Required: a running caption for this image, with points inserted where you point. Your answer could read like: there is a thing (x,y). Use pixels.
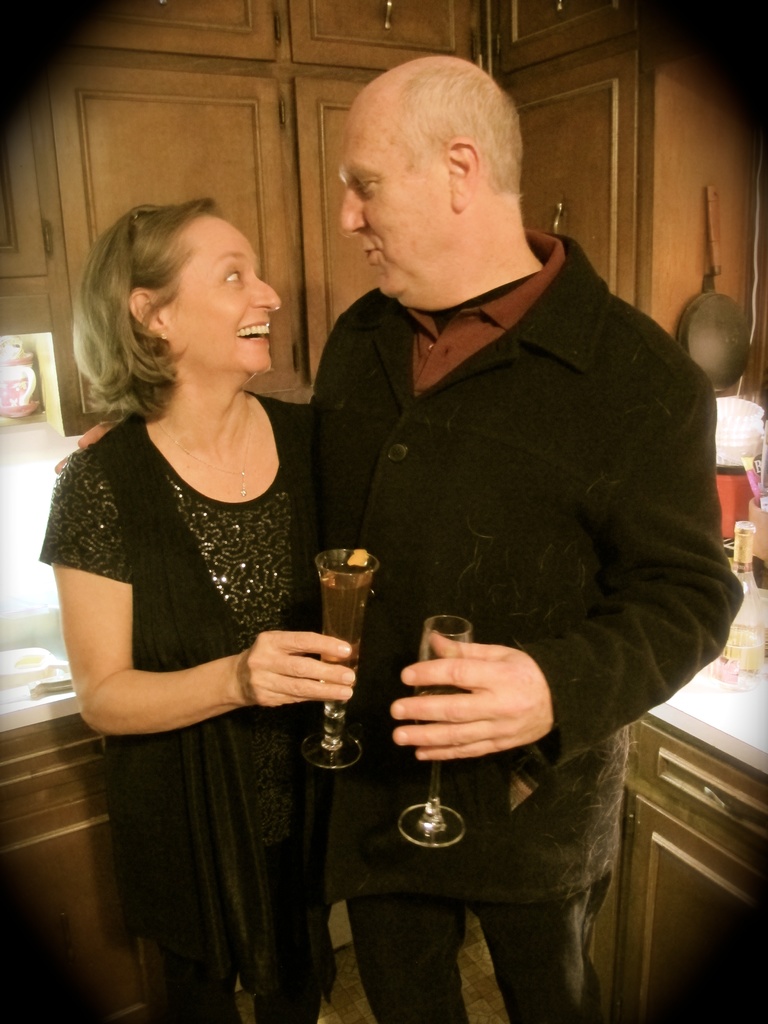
This woman (176,464) and this man (482,672) are highlighted in this picture. These are cupboards (200,81). This woman (173,579) and this man (478,522) wore black jacket (463,533) and holding glasses (357,745). On this table (690,726) there is a bottle (735,634).
